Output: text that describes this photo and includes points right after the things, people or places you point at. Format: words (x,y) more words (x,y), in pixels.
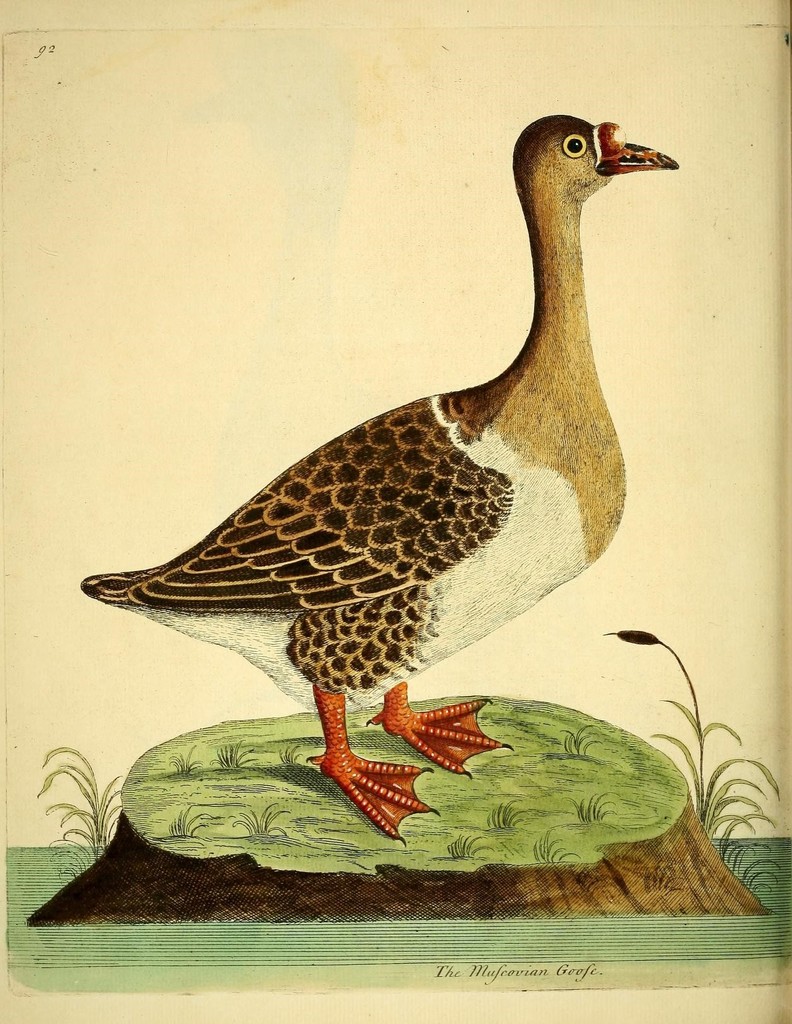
This is a painting. In this picture can see a bird (408,592) standing on a green surface (228,798). We can see some grass (346,828) on a wooden object (436,887). There are a few plants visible on both sides of a wooden object (132,844). We can see some text (559,975) on top and at the bottom of the picture (572,969). There is a creamy background (138,182).
